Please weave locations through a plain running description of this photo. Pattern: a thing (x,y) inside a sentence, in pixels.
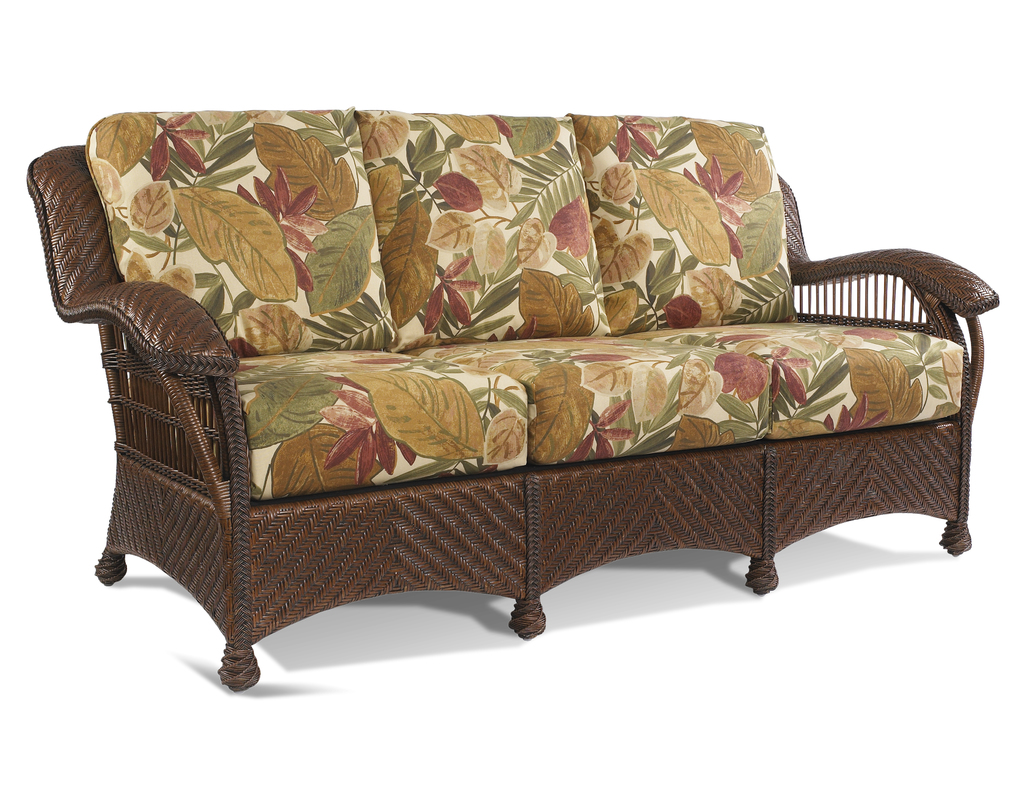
This picture describes about a sofa (458,254).
